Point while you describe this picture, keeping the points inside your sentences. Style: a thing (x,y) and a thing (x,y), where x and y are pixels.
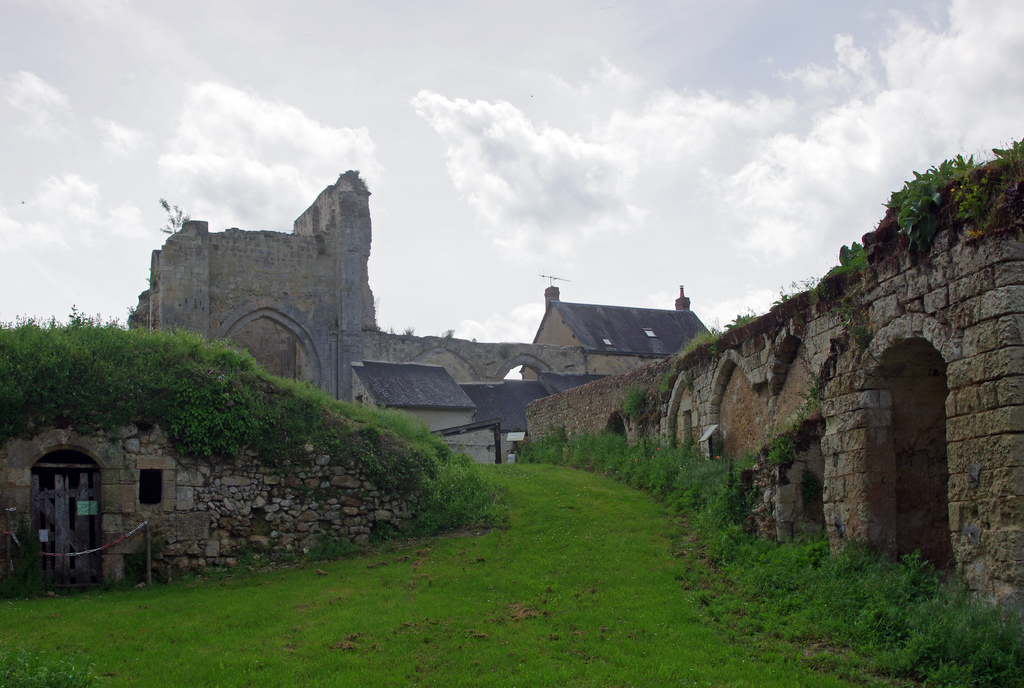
In the center of the image (668,426) we can see the sky (576,156), clouds (608,163), grass (487,536), arches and fort (248,474).
